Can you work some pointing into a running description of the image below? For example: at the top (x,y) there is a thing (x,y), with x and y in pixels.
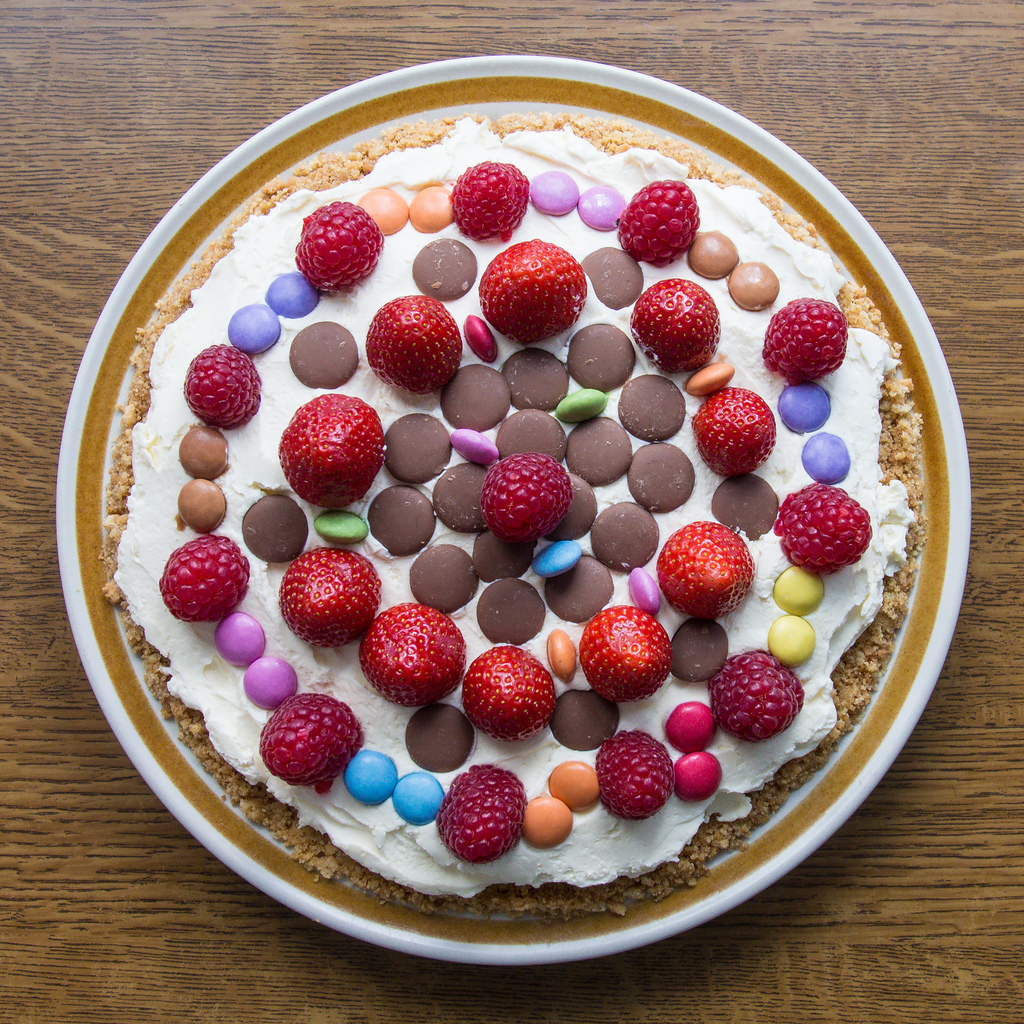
This image consists of a plate (818,222). In which we can see the strawberries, gems (284,698) and raspberries (300,698). The plate (298,881) is kept on a wooden table (161,895).
